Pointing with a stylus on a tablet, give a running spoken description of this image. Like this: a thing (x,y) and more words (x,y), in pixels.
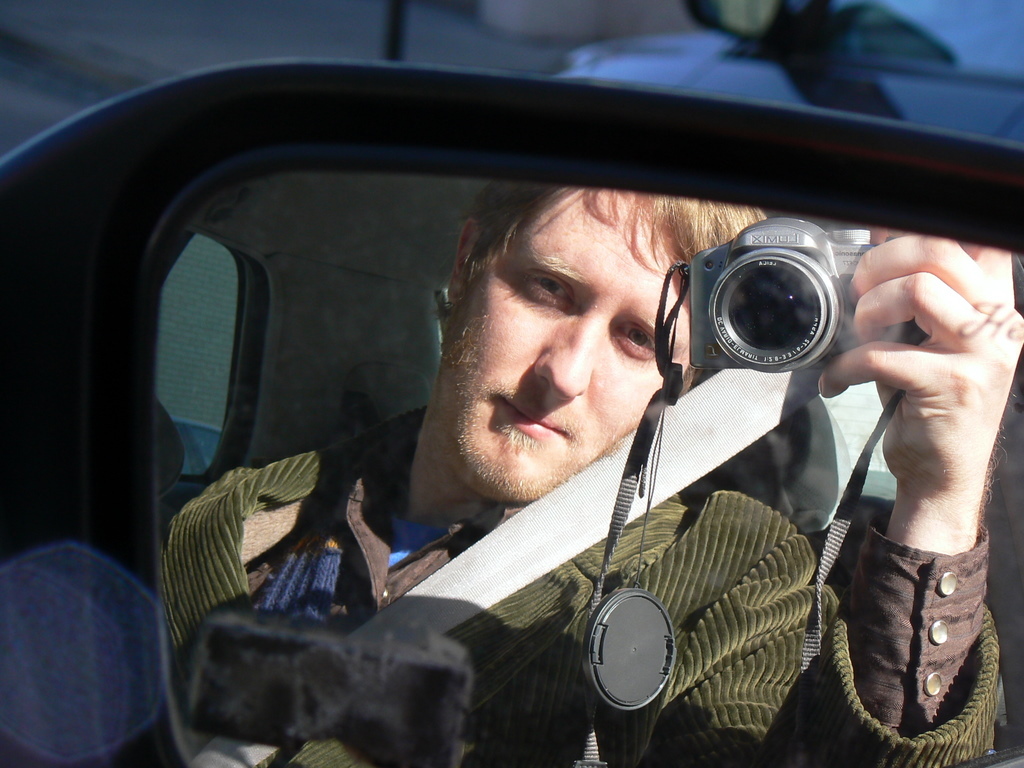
In the image I can see a person (524,473) is sitting in a vehicle (610,457) and holding a camera (886,405) in the hand (901,462). The background of the image (200,40) is blurred.
